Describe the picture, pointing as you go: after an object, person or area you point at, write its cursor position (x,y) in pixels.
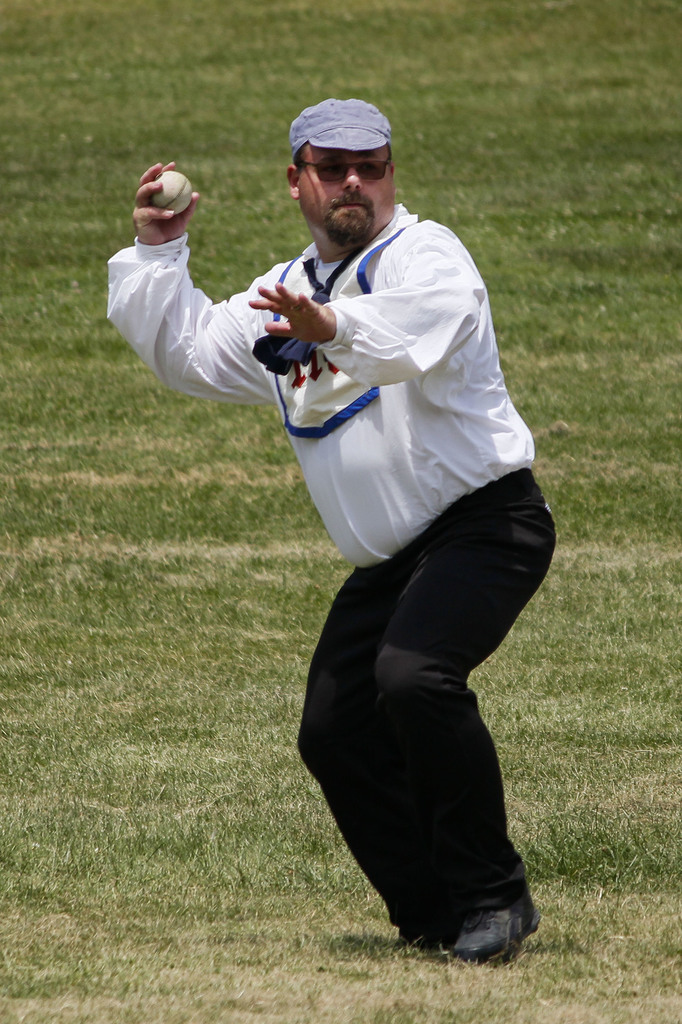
In this image we can see a man (419,583) standing on the ground (307,850) holding a ball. We can also see some grass (246,694).
